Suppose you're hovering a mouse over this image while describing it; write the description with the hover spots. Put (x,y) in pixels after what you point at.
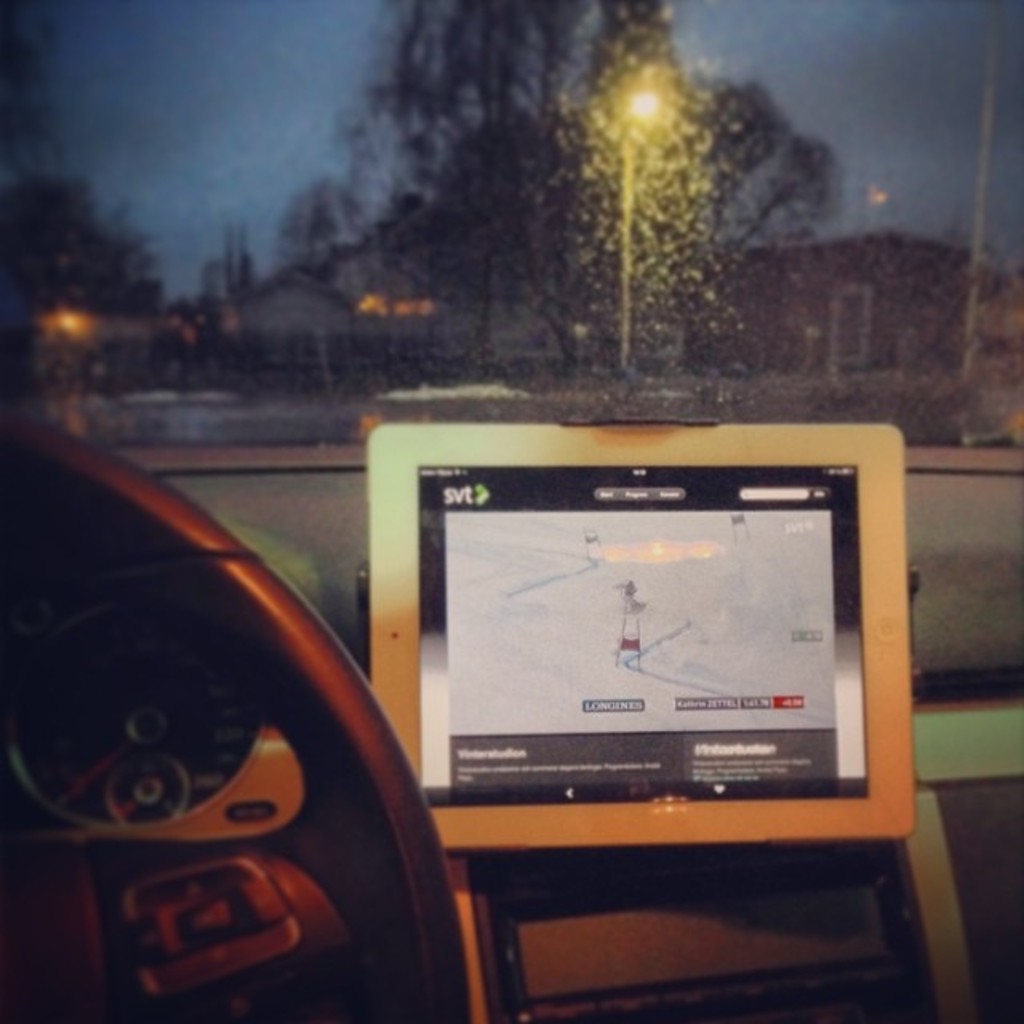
In this picture there is a tab (617,709) in the center of the image (454,549) and there is a steering (211,538) on the left side of the image (275,785), it seems to be the inside image of a car (341,823) and there are trees (572,254), houses (318,301), and lamp poles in the background area of the image (674,198).
